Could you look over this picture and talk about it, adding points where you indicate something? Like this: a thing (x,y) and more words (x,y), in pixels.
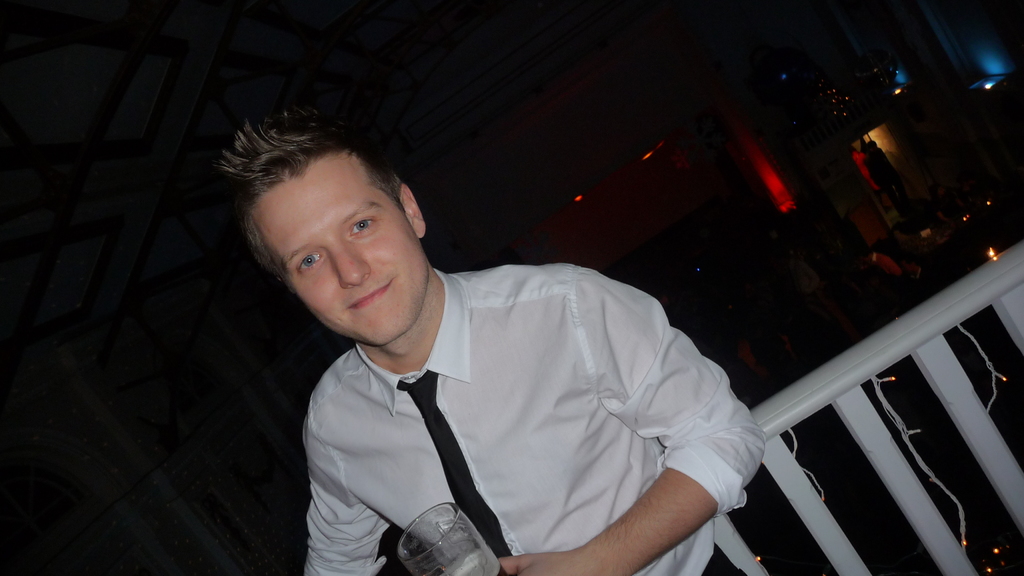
In the center of the image (442,306) there is a person (622,550) wearing a white color shirt (537,302) and holding glass (460,517) in his hand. Behind him there is a white color fencing (838,379). In the background of the image (699,199) there is a wall (572,245). There is a door (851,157). At the top of the image (301,62) there is ceiling (217,105).
